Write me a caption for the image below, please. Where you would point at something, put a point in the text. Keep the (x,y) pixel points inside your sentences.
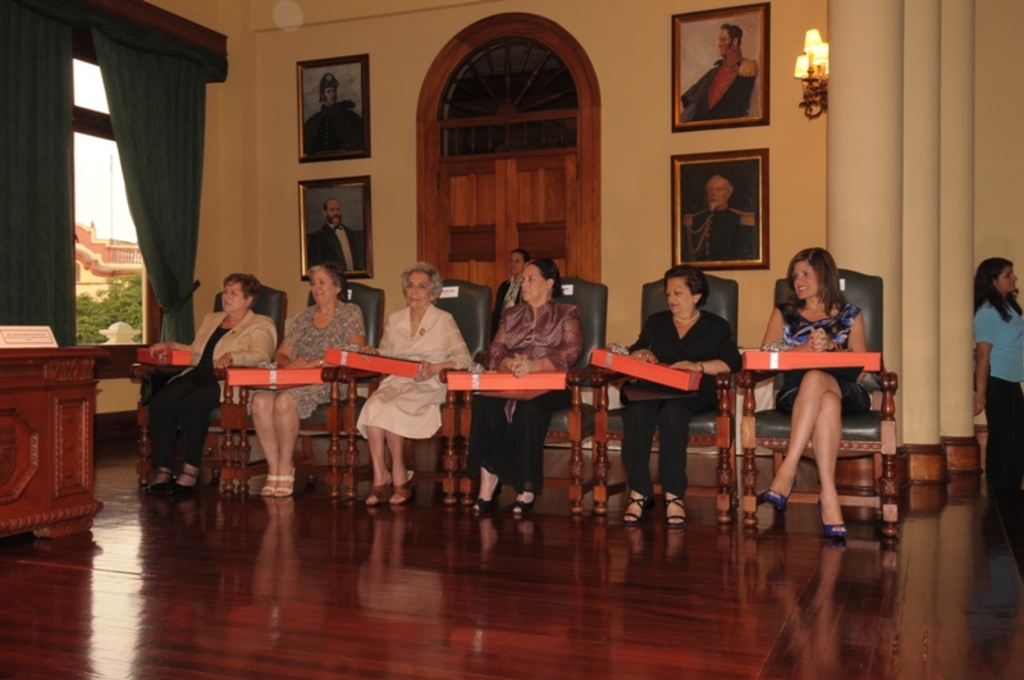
There are six women (504,370) sitting on the chairs (888,380) and all of them are holding red color boxes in their hands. Behind them, we see a white wall (798,152) on which four photo frames (365,183) are placed. Beside that, we see lights (823,78) and pillars (849,181). On left corner of the picture (119,252), we see a window (88,280) from which buildings (109,273) and trees (105,310) are visible. We even see curtains (140,224) and table (49,452). This picture might be clicked inside the room (587,335).
